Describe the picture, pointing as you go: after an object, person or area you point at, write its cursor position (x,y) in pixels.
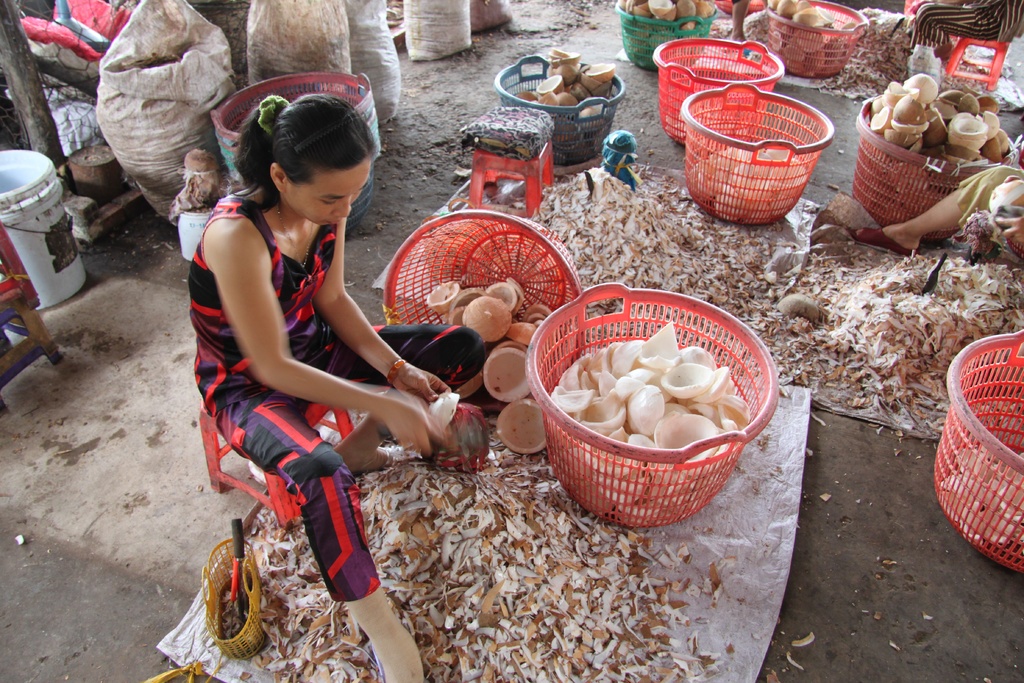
In this picture there is a woman (283,301) wearing a black and red color top (282,285), sitting on a stool (227,452) and cutting the coconuts (526,431). Beside there are many red color baskets (591,476) full of coconut (638,382). In the background (123,96) there are some white color bags (382,36) and bucket (39,250).
